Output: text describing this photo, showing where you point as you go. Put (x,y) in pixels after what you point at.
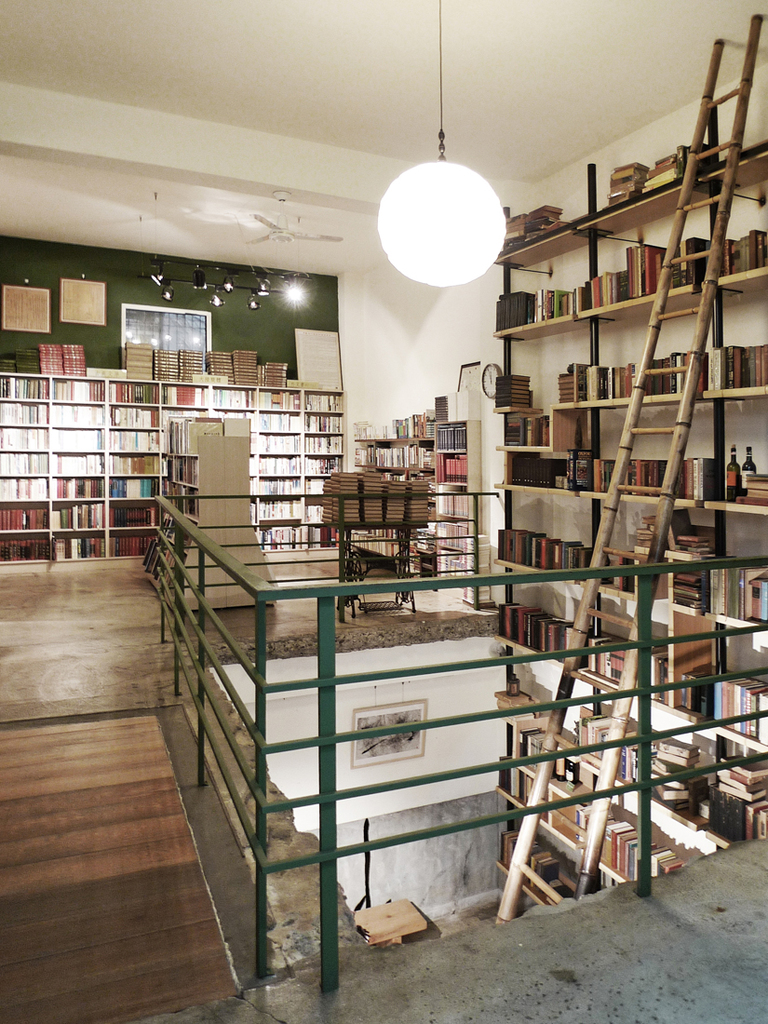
In this image I can see a fence (355,678), ladder (586,861), shelves (584,782), cupboards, table (359,528) in which books (349,517) are there, chandeliers (409,263), window (140,330), boards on a wall (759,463), photo frames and a rooftop (32,152). This image is taken may be in a house (476,872).
